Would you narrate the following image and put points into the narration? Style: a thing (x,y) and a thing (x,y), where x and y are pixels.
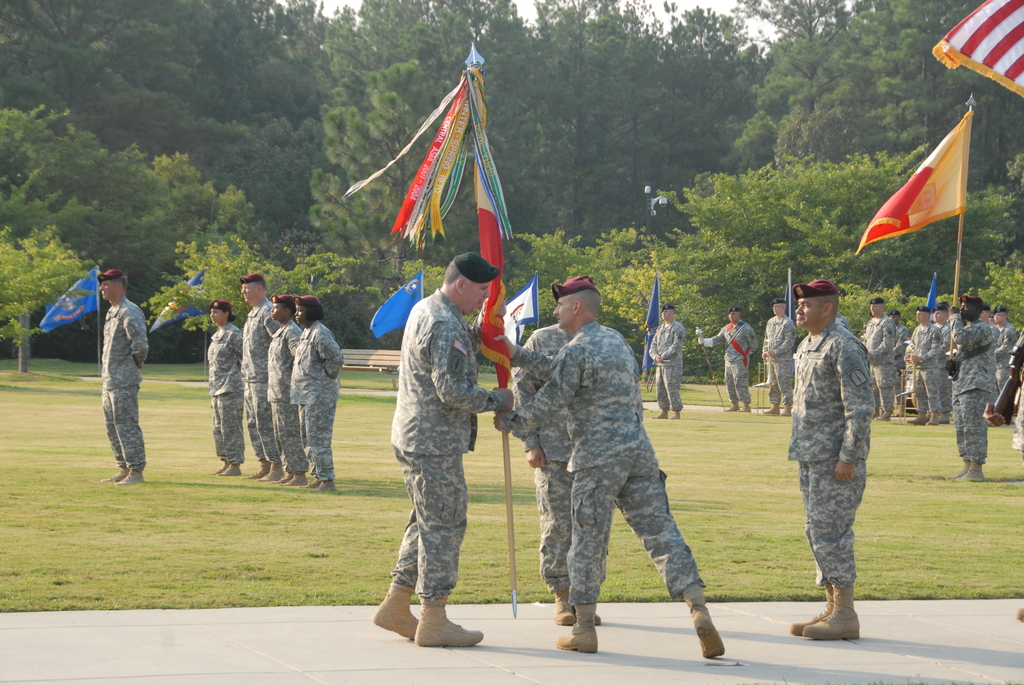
In this image we can see many people (857,386). They are wearing caps (801,284). In the front (474,362) two persons (467,372) are holding flag (485,351). Also there is another person (984,357) holding a flag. In the back (727,343) there is a person (741,376) holding stick (709,358). On the ground (217,525) there is grass (262,519). In the background (559,115) there are trees (728,108).
